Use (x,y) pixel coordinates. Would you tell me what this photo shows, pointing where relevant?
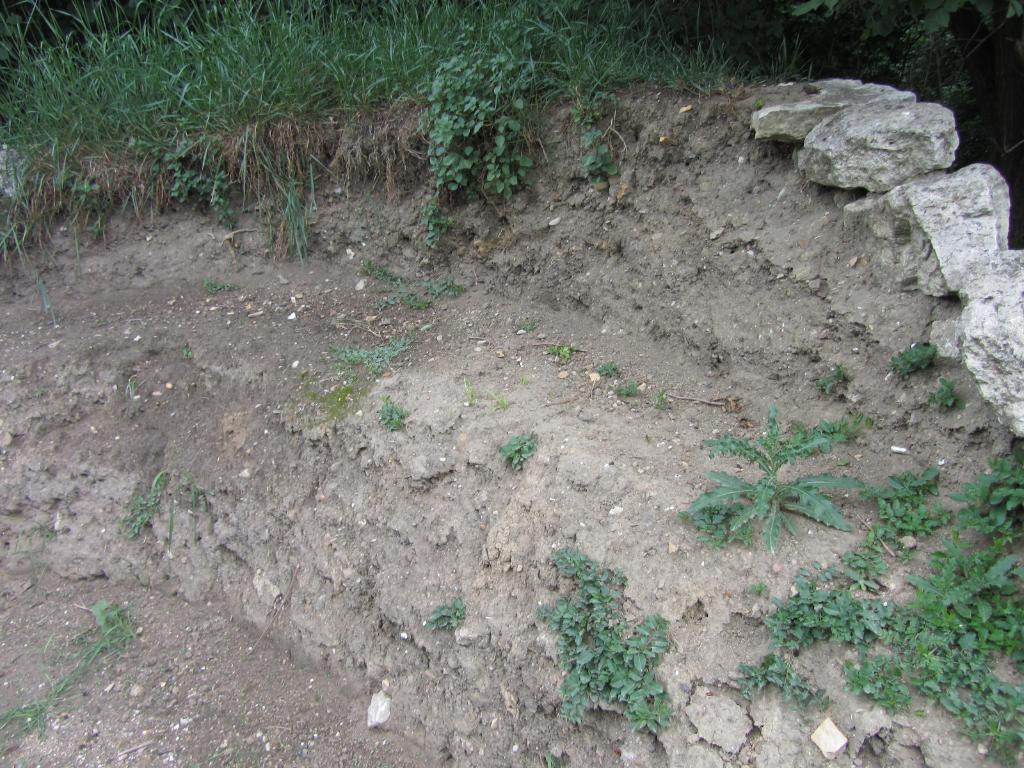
This image is clicked outside. At the bottom (256,514), we see the ground (350,723). There are rocks (899,115) and green grass (61,97) on the ground (752,596). On the right (767,545), there are small plants (864,664).
